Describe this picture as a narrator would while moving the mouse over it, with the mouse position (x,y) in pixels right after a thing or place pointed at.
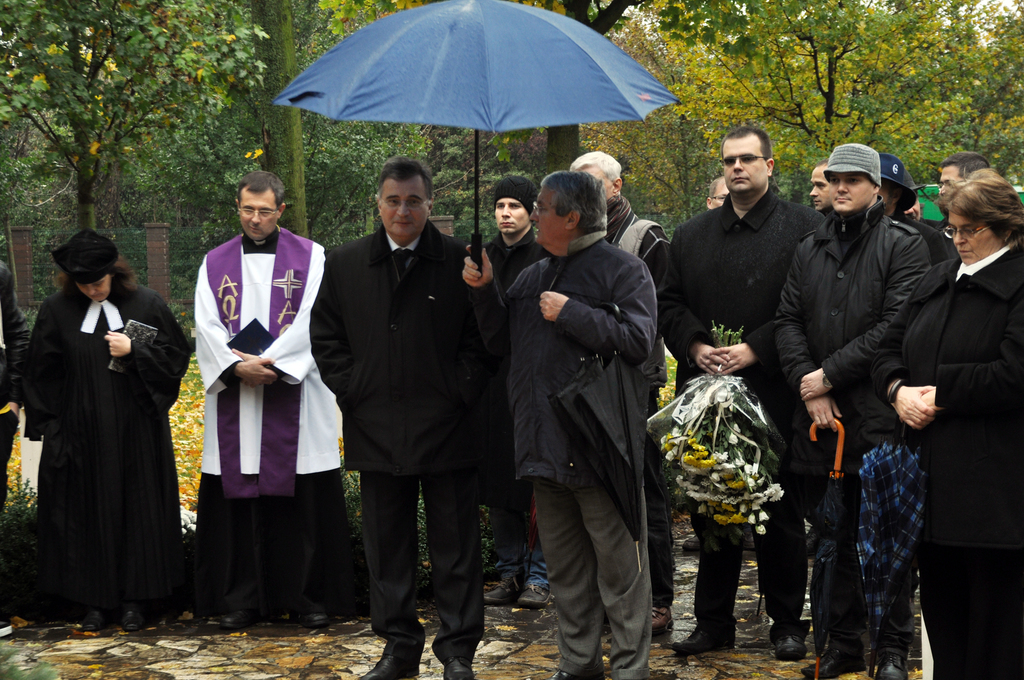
In this image there is a group of persons (594,314) are standing as we can see in the middle of this image (465,295). The person (537,399) standing in middle (561,365) is holding an umbrella (468,88), and the person (711,310) standing right side to him is holding some flowers (730,454), and the persons (888,375) standing on the right side of this image (893,359) are holding an umbrellas (892,555). There are some trees (465,149) in the background (159,99). There is a wall (158,257) behind to these persons (280,242).
